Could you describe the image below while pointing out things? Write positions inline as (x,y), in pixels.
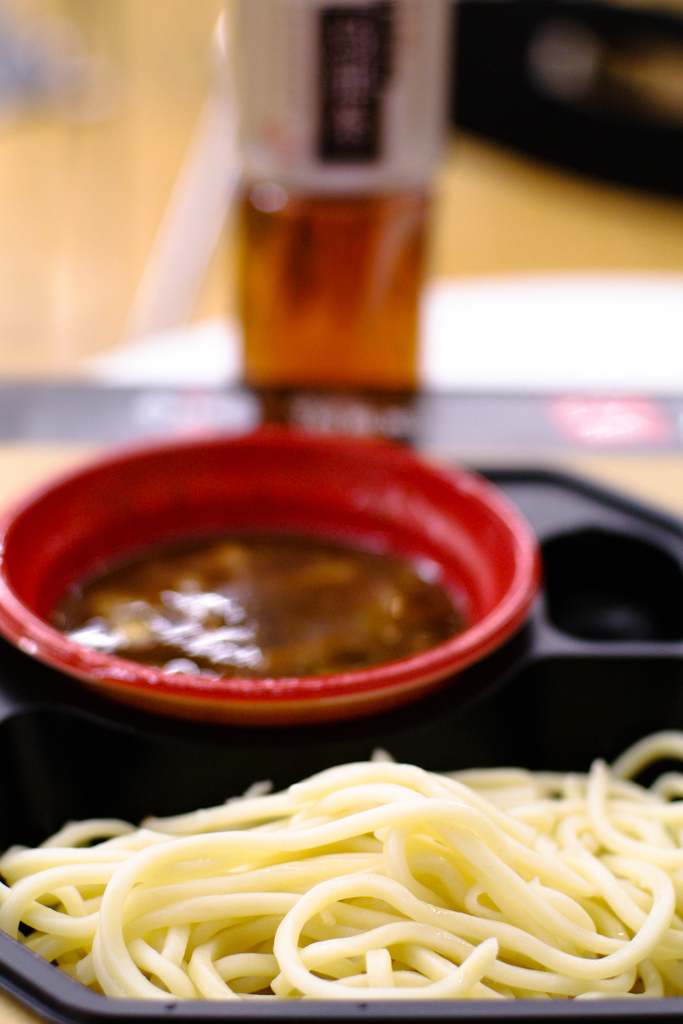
There are noodles (472,805) and soup (261,619) in a plate (274,617).
